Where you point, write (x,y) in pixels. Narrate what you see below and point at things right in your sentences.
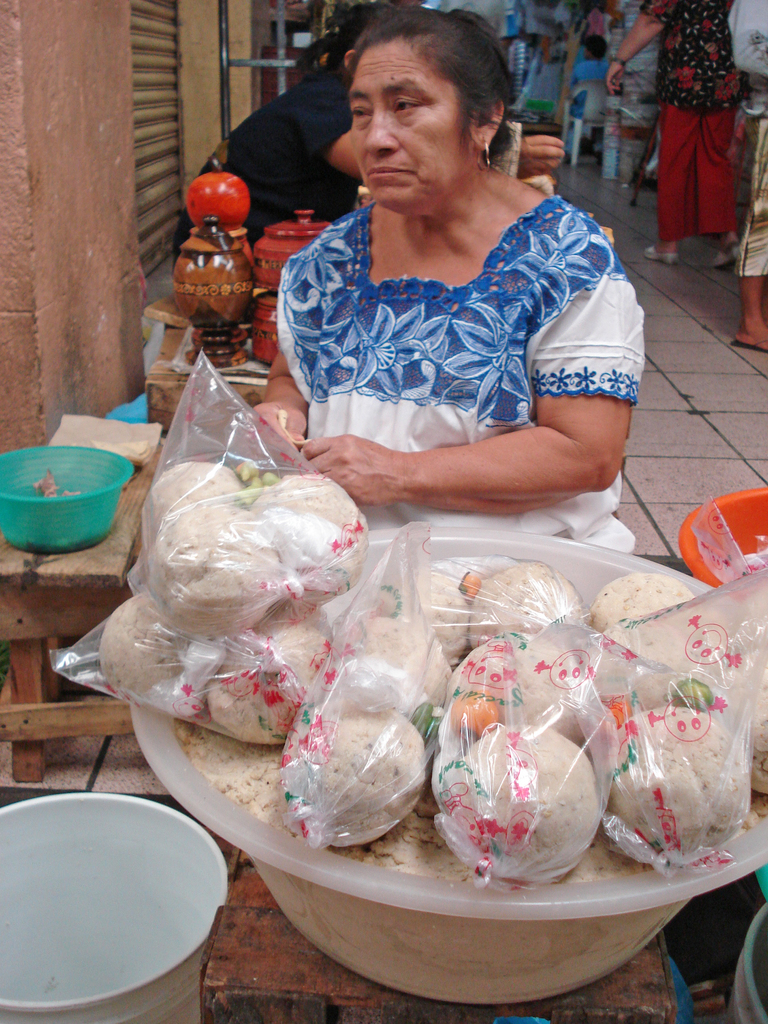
In the picture we can see a woman (607,427) sitting near the table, on it we can see some food packets (707,617) in the bowl (597,547) and behind her we can see another desk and a person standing near it and opposite side we can see a person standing near the shop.
